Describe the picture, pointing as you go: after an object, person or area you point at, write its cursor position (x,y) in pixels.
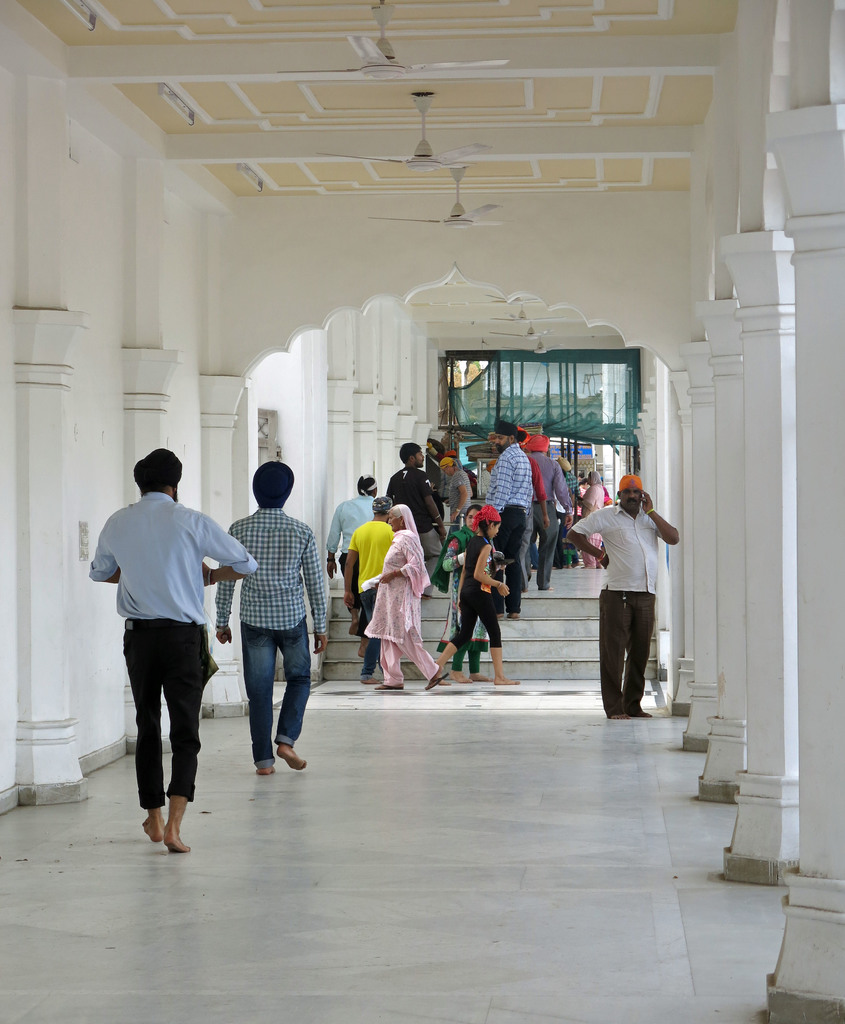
In this image I see number of people (488,557) and I see the floor (436,789) and I see the steps (522,630) over here and I see the pillars (776,523) and I see fans (462,156) on the ceiling (406,132).
